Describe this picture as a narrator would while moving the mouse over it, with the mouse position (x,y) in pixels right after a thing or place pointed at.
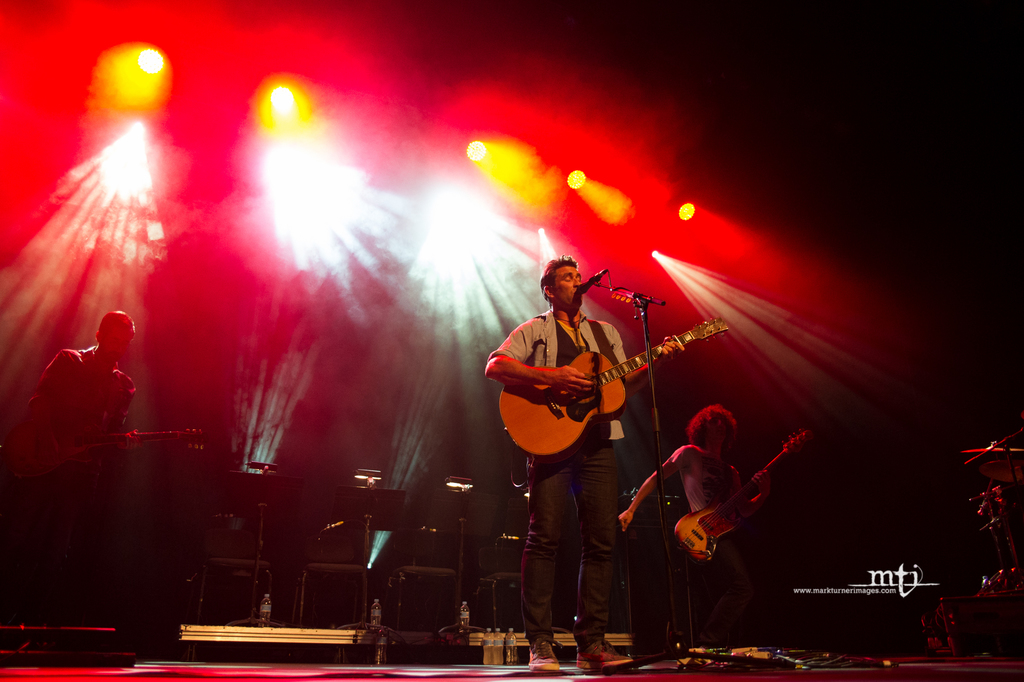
This image is clicked in a concert. There is a man (592,528) standing in the front (572,418) and playing guitar (541,431). In the background (218,281), there are lights (222,159) in red color. At the bottom (300,681), there is a dais (310,669). To the right (1002,499), there is a band (990,500).
